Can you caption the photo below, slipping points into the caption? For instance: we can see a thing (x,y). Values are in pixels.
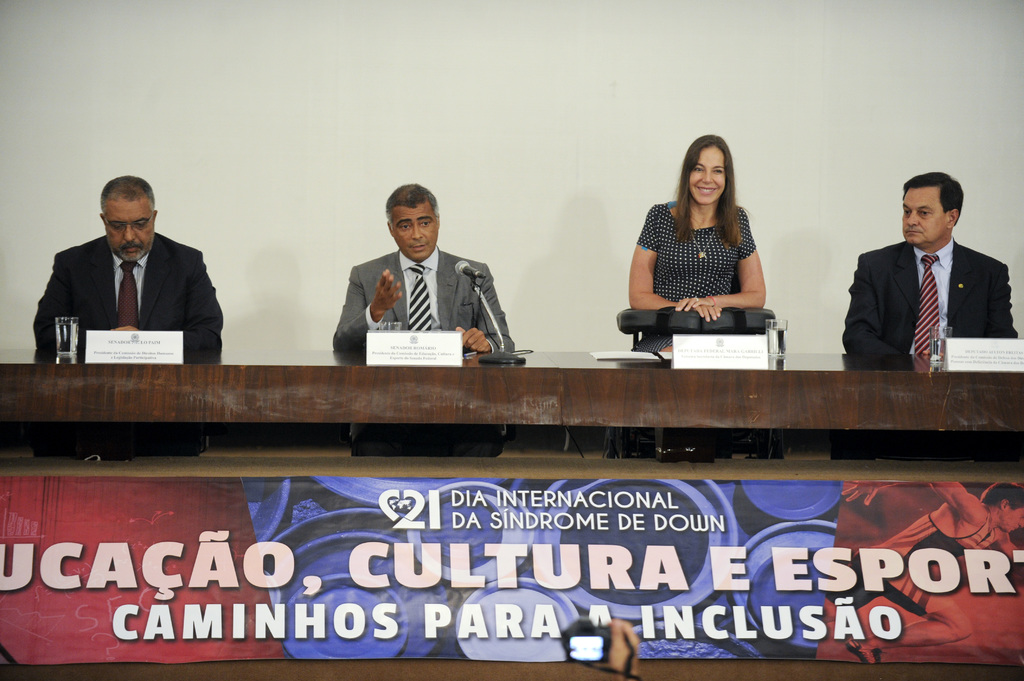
In this image we can see four persons (506,333) sitting and standing in front of the table (275,374), on the table (261,371), we can see some name boards (749,346), glasses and a mic (476,291), also we can see a banner (476,585) with some text (507,584) and in the background (638,52), we can see the wall (515,55).
